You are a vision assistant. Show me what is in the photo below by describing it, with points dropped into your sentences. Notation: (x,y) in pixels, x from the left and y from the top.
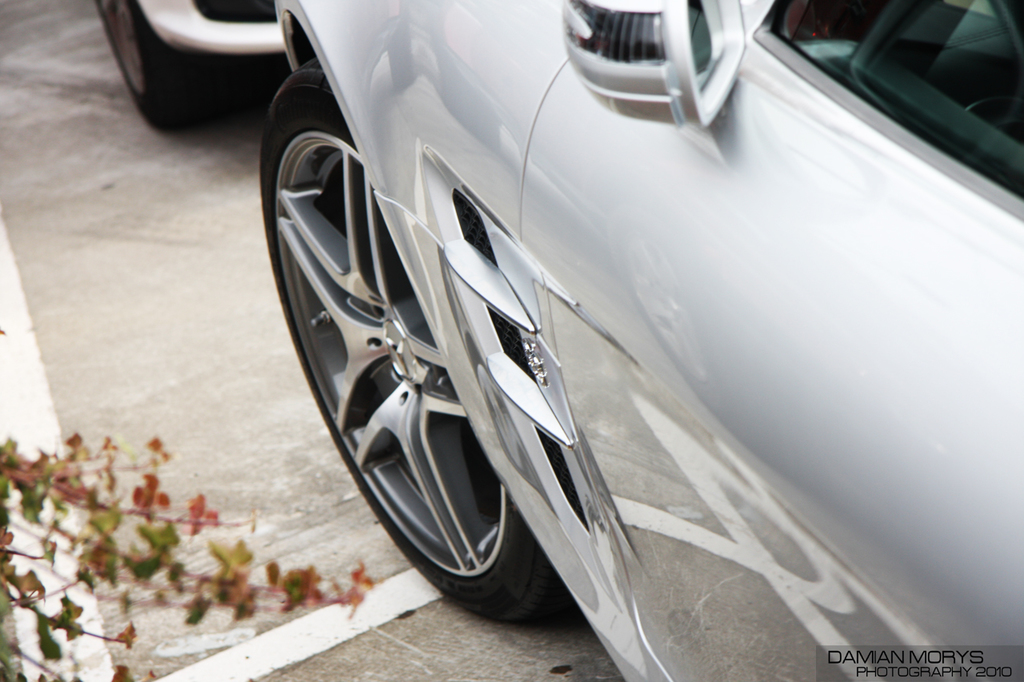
In this image we can see two vehicles (650,459) on the floor (150,289) and a plant (93,526) on the left side (118,558).
